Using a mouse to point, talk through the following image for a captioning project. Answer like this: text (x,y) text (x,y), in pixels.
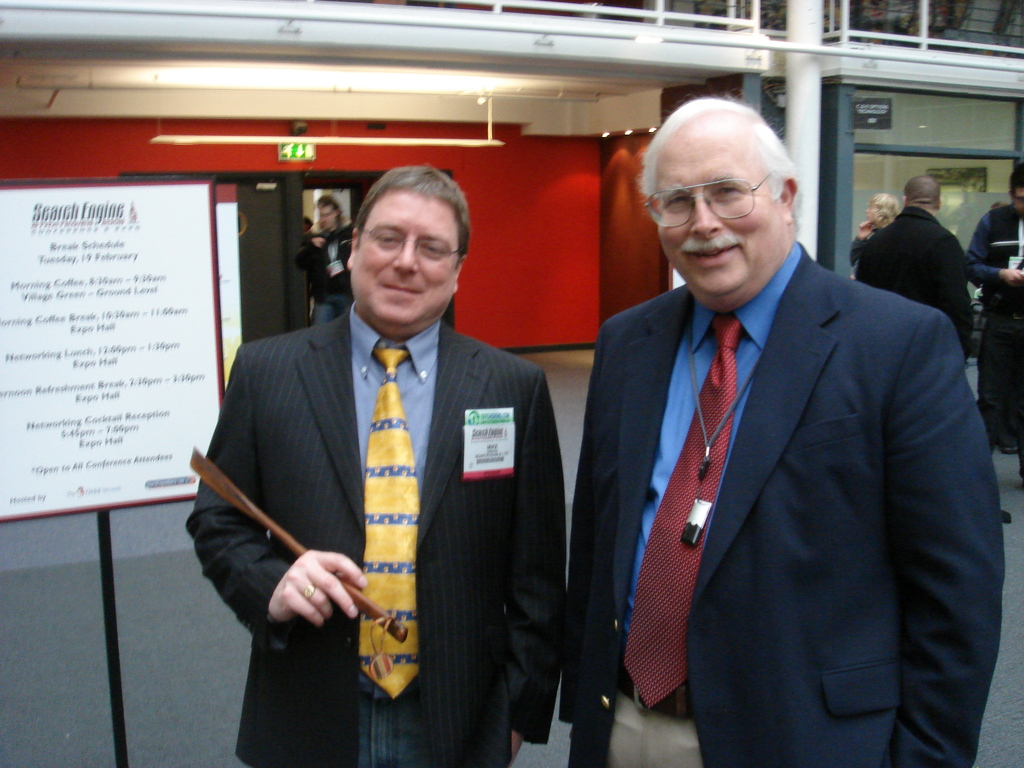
This image is clicked inside. There is a board (102,339) on the left side (168,398). There are two persons (404,523) in the middle (472,346). They are wearing blazers (447,624) and tie (376,417). There is light (254,137) at the top (415,138).
